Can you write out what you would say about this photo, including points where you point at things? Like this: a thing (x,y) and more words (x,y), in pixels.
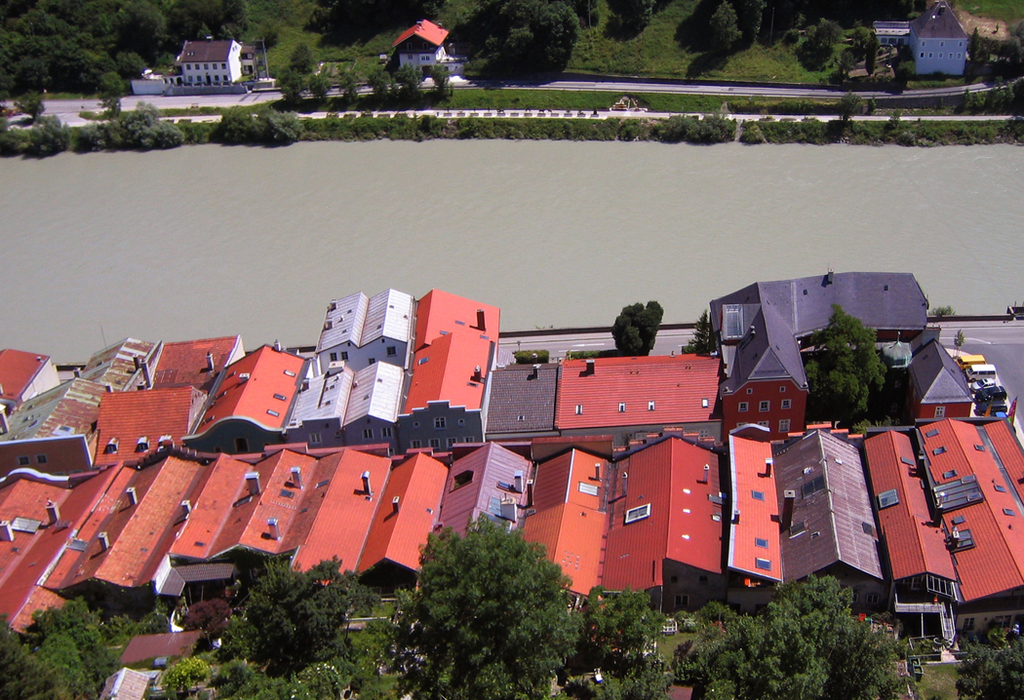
In this picture there is water (377,233) and there are few buildings (431,321) and trees (117,60) on either sides of it and there are few vehicles (994,397) in the right corner (994,379).
